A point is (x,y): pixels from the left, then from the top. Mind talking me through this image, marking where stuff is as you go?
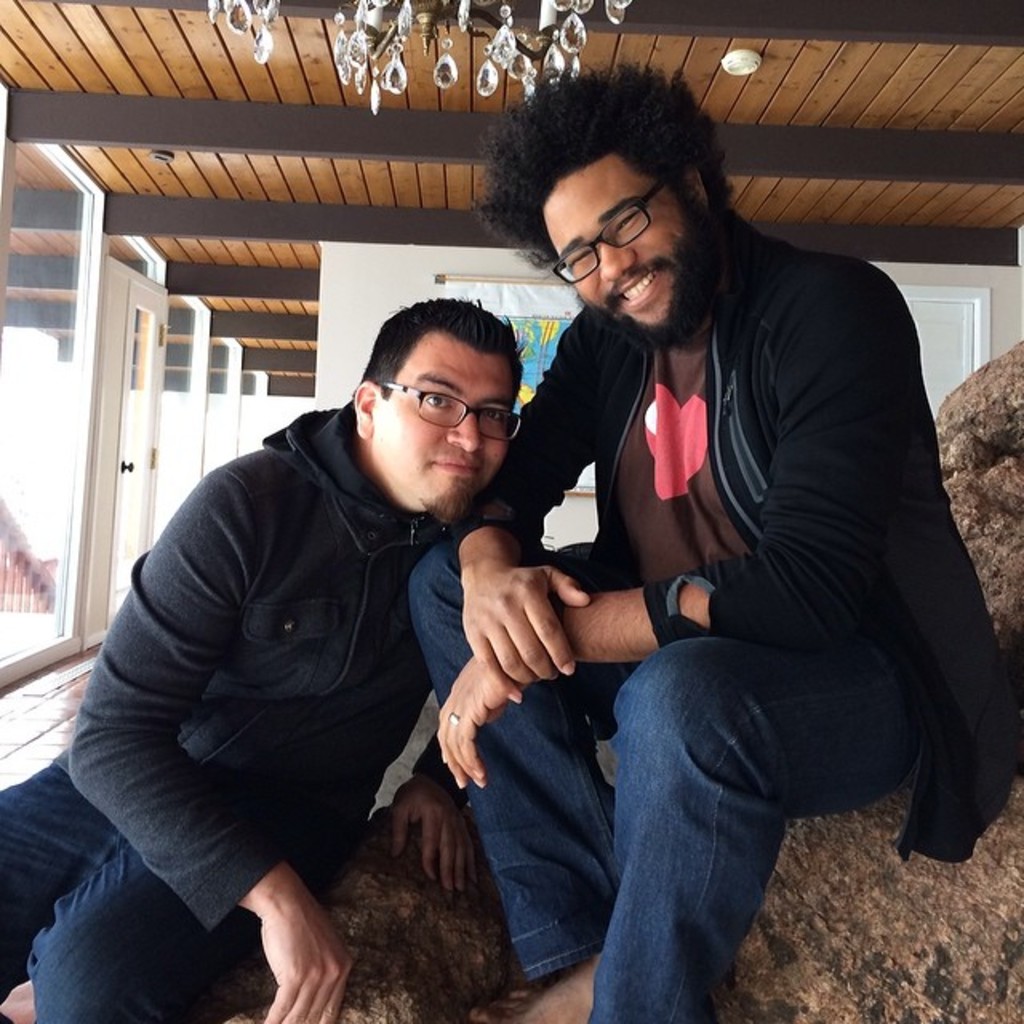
In this picture we can see two men (539,753) wore spectacles (475,417) and sitting and smiling and in the background (365,288) we can see doors (124,347), banner (523,288), wall (432,294).
